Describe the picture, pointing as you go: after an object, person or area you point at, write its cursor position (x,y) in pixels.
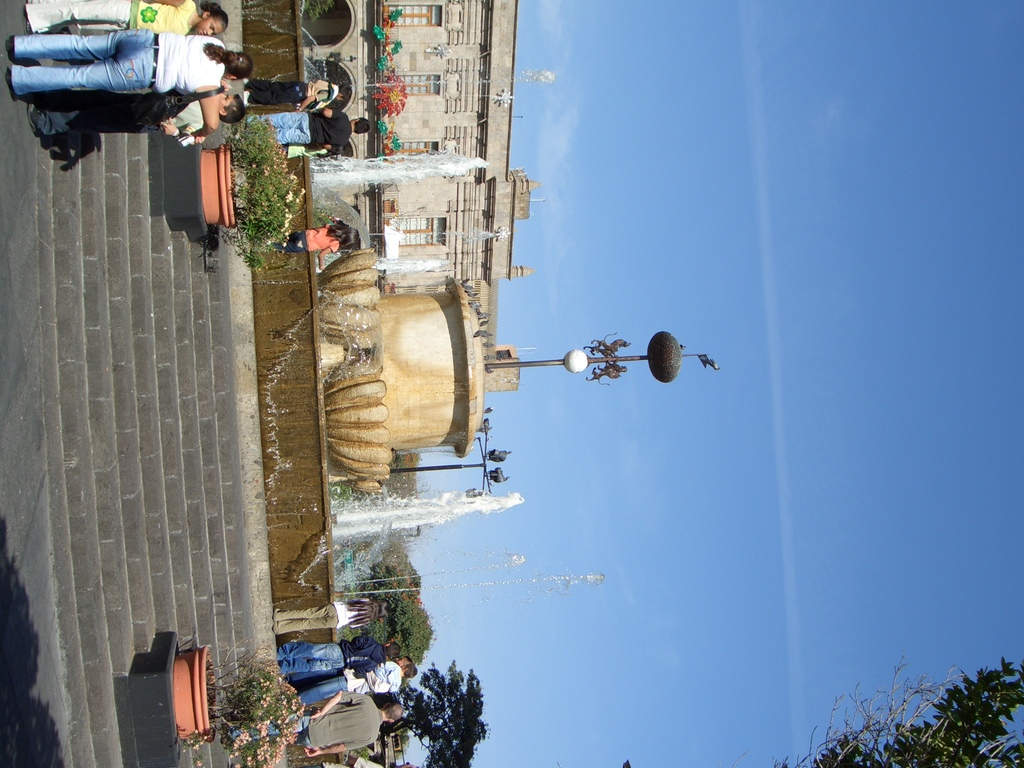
In this image we can see a fountain (415,390). In front of the fountain (327,398) we can see a wall (293,314), persons (111,68), stairs (236,506) and the plants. Behind the fountain (432,364) we can see a building (424,255) and trees (418,641). On the right side (903,426), we can see the sky (853,533). At the bottom (812,749) we can see the leaves (983,760). In the top left (121,103), we can see few persons (84,84).
